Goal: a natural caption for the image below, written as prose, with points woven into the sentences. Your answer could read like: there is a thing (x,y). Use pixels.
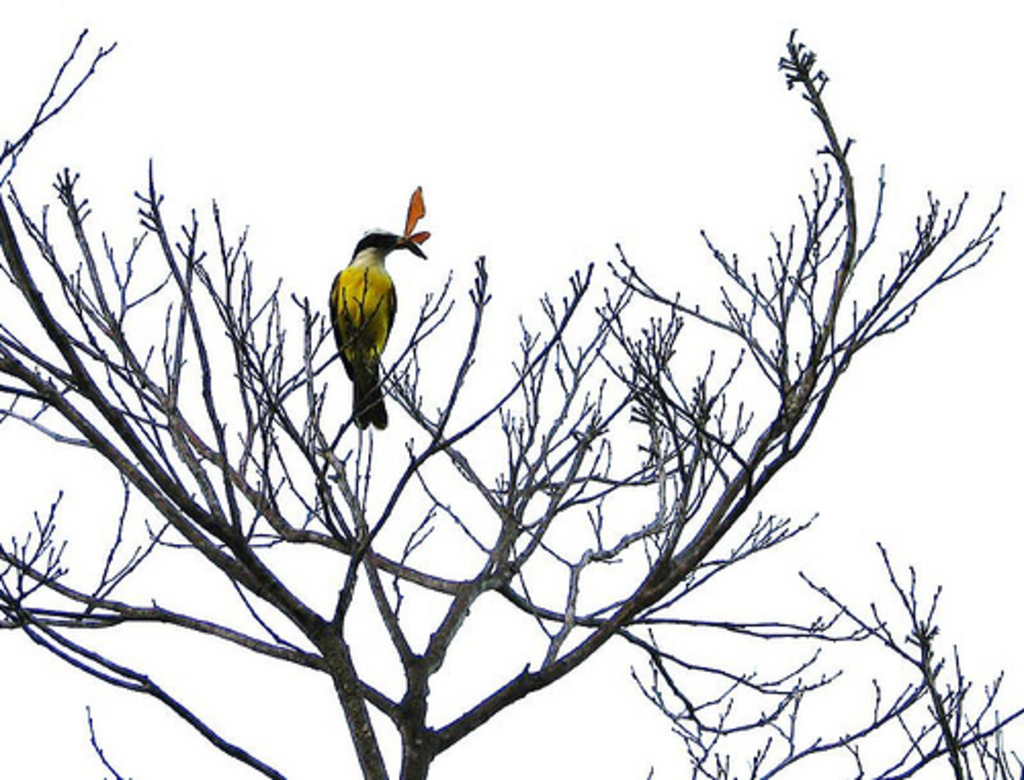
In this image there is a bird (371,296) on a tree (363,768). The bird (357,288) is holding leaves (408,222) with its beak (408,247). Right bottom there are branches (752,727). Background (834,726) there is sky (821,502).
